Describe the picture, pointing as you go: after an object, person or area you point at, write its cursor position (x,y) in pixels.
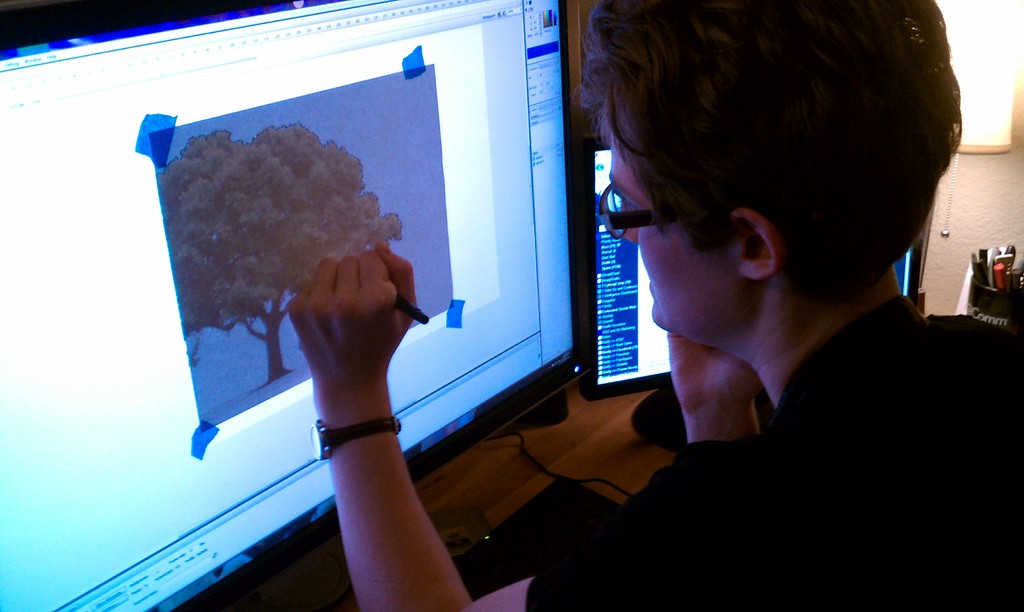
In this image there is a man (790,507). In front of him there is a wooden table (553,447). On the table (596,443) there are monitors (573,336) and a keyboard (542,502) on the table (494,517). The man (388,304) is holding a pen (406,308) in his hand (392,317). There are pictures (411,190) and text (607,328) displayed on the screen (345,204). In the top right (996,110) there is a lamp (990,94) to the wall (1002,164). Below to it there is a pen holder (982,289).
